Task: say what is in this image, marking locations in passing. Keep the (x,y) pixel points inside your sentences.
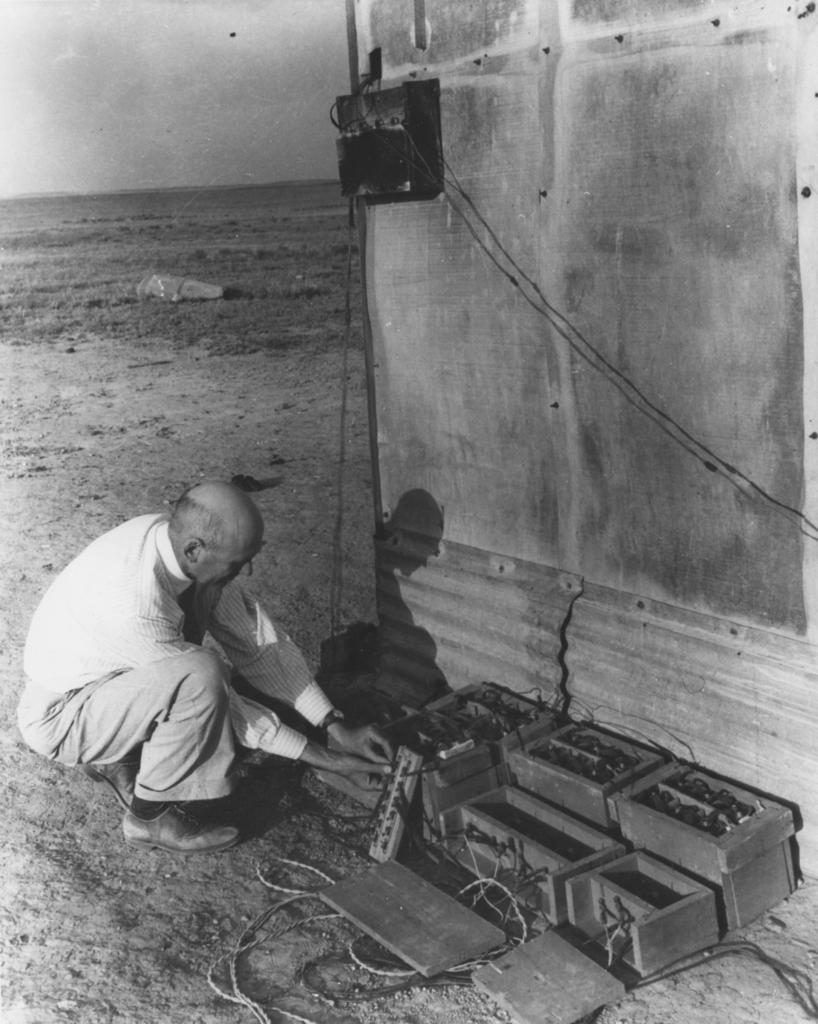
In this black and white picture there is a person (328,732) holding an electric device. There are objects (611,879) on the land (753,967). Right side (624,506) there is a wall (520,347) having an object (440,185) attached to it. Left top there is sky (179,101).
